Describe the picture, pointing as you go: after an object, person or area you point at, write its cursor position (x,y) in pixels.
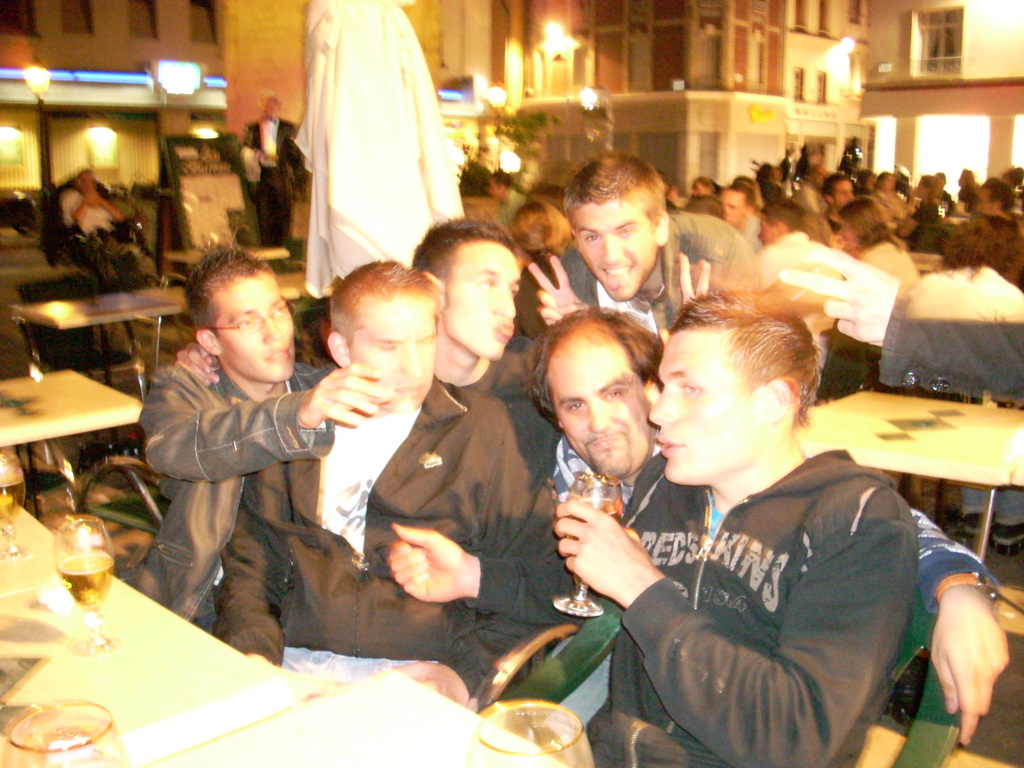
In the image few people (244,403) are sitting and smiling and holding glasses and there are some tables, on the tables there are some glasses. At the top of the image (52,25) there is wall (959,106), on the wall (982,30) there are some lights (19,71).
